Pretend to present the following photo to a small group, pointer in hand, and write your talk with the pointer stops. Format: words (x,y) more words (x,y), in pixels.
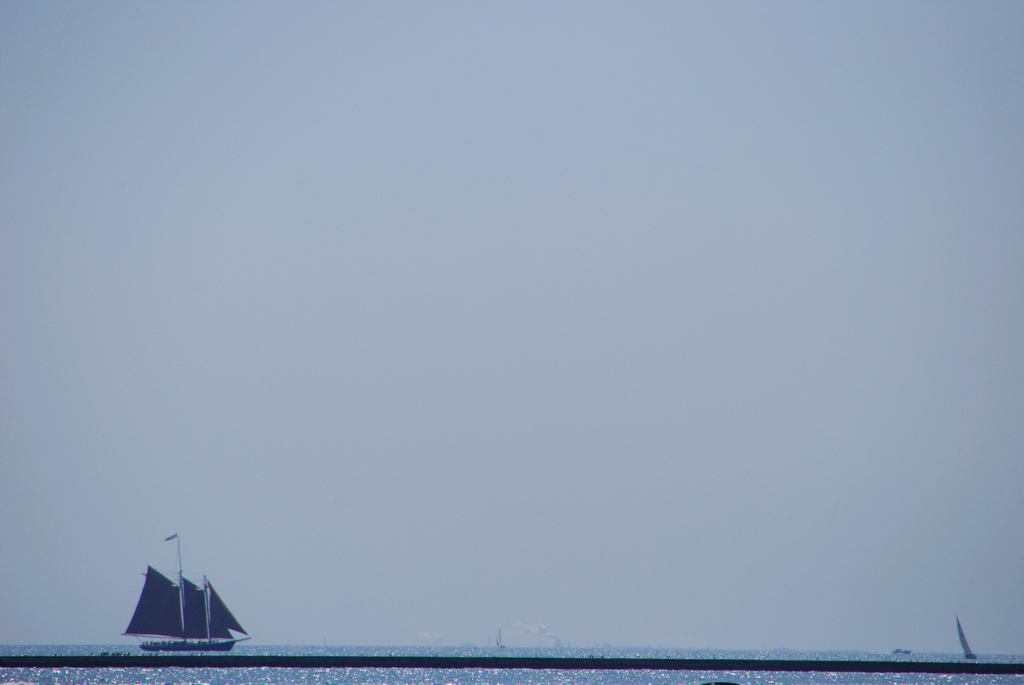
This image consists of a boat (233,650). At the bottom (660,682), there is water (644,684). At the top (141,211), there is sky (406,357).
